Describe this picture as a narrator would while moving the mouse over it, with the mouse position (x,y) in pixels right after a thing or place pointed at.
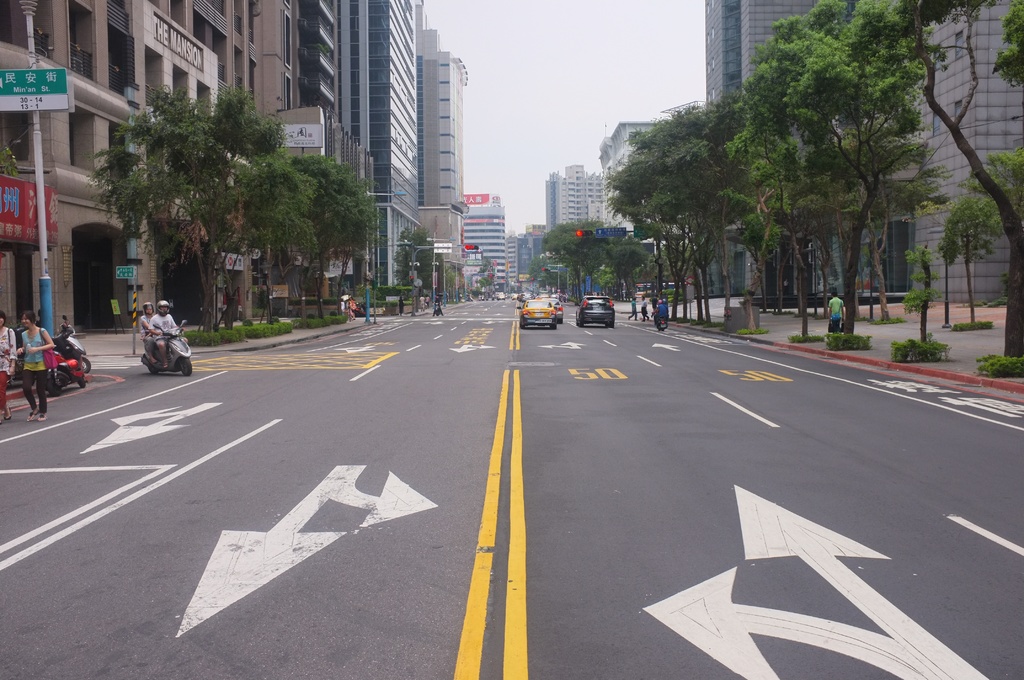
In this image I can see few buildings (603,218), trees (653,226), windows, signboards (611,230), poles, traffic signals (577,230), stores (283,267) and few vehicles (504,297) on the road (264,403). Few people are riding the vehicles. The sky (536,92) is in white color.
